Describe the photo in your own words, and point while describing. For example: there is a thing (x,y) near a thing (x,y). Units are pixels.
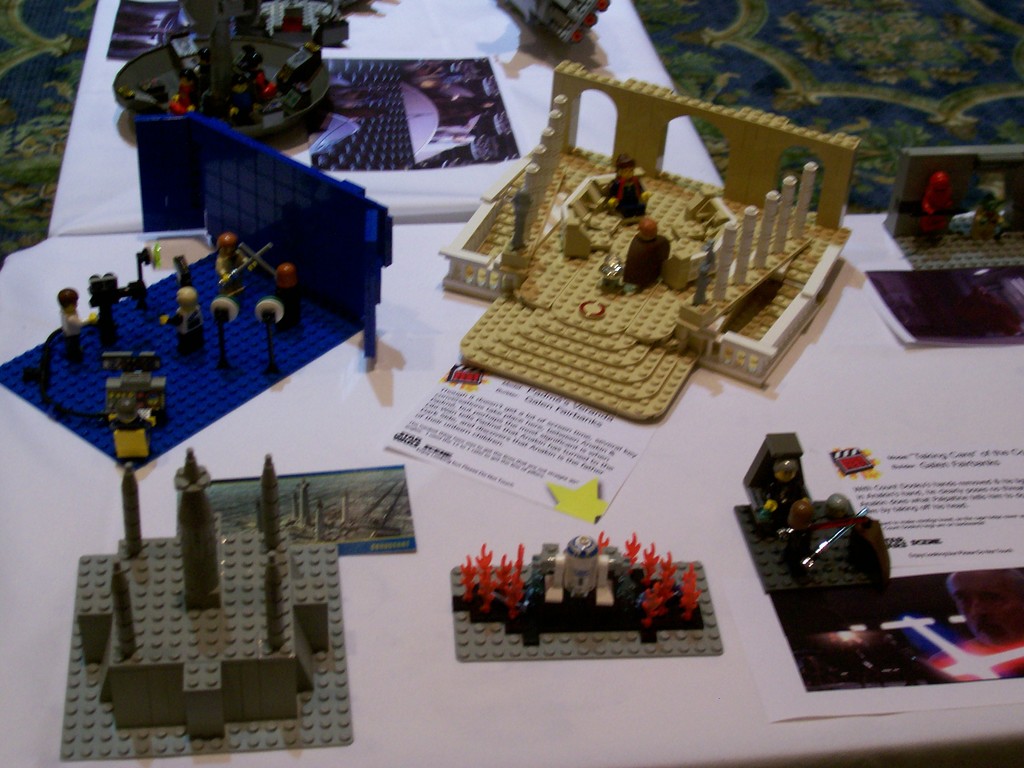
In this image at the bottom (580,596), there is a table (353,747) on that there are posters (482,461), toys (800,551). At the top (764,104) there is floor (879,63) and mat (872,83).
